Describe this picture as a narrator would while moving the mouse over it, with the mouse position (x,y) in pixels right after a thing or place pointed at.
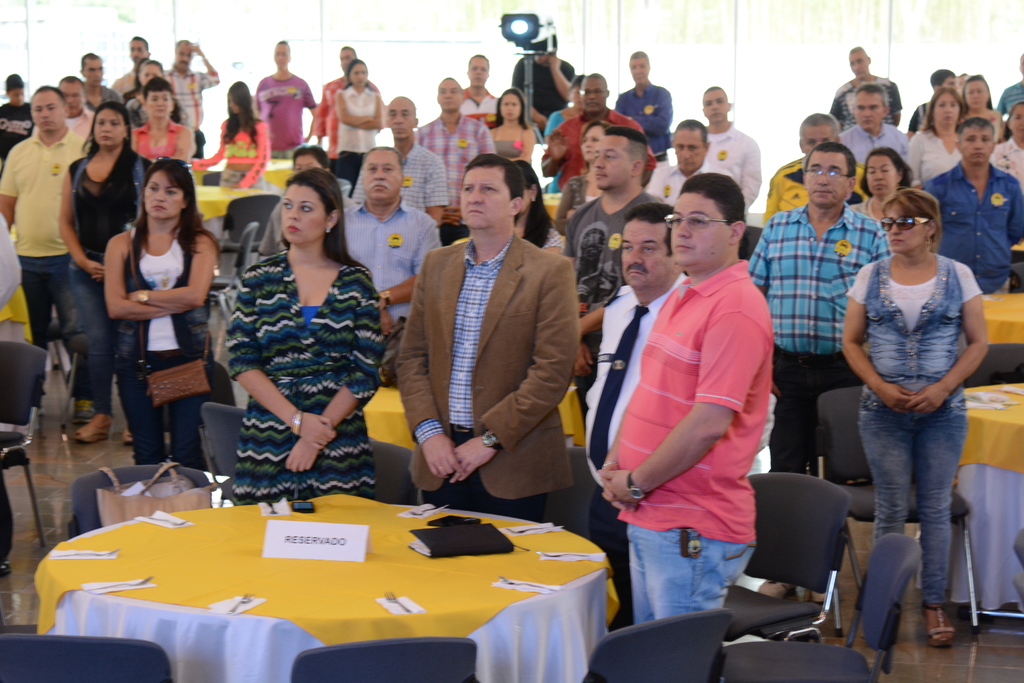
This image consists of so many tables (562,637) and chairs (584,509). People (554,339) are standing near the tables (426,566). On the tables (395,560) there are books (427,549), spoons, tissues (248,604), boards (291,540). There is a projector machine (540,39) on the top (528,49).
